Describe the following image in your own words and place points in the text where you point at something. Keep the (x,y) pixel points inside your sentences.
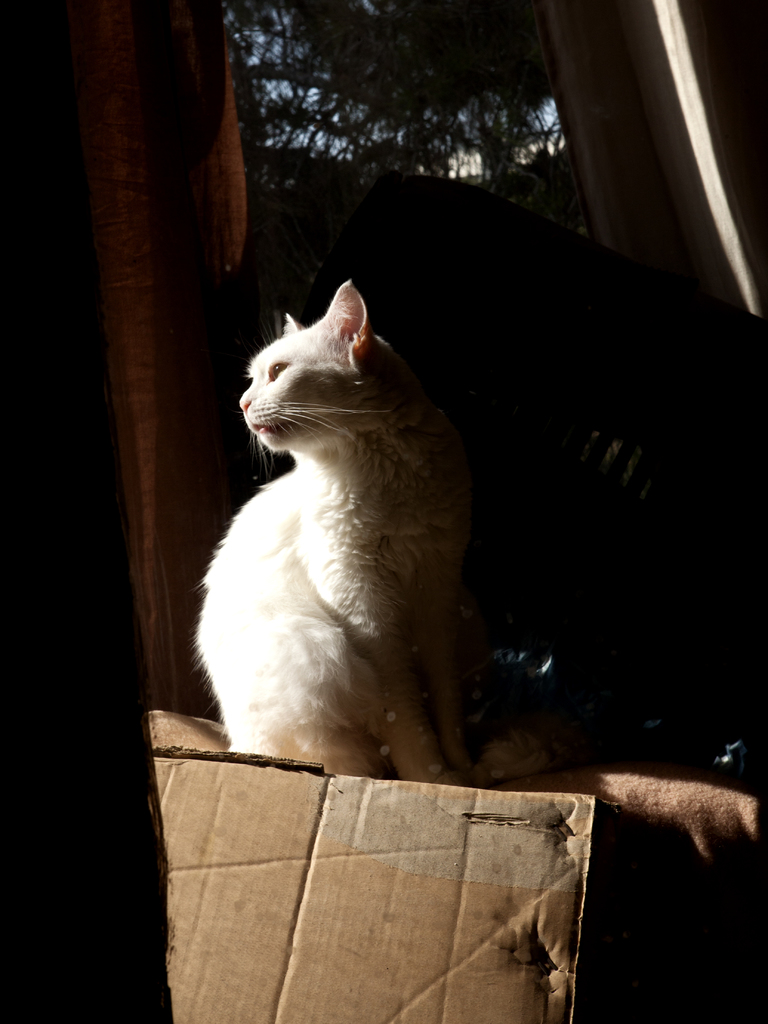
In the image there is a white cat (421,514) sitting on cardboard (260,1004), in the back (423,77) it seems to be a tree (394,59).
